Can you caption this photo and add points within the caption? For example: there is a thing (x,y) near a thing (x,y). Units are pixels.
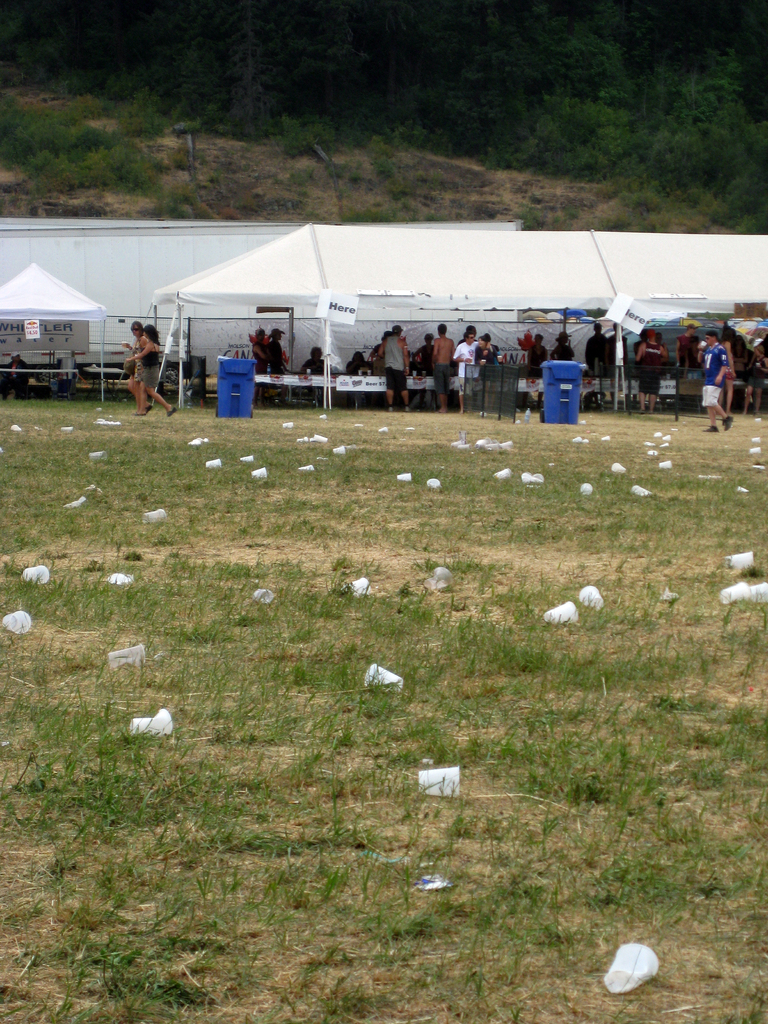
In the picture I can see people (462,338) standing on the ground (51,739).
